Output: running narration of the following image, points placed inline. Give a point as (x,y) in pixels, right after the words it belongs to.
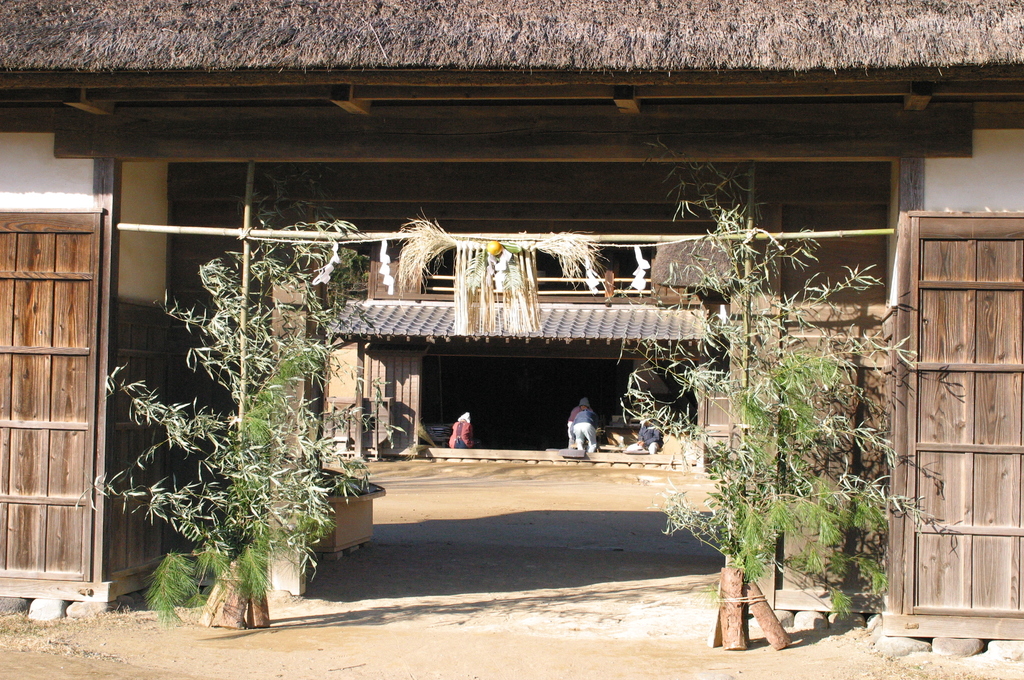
In this image I can see few plants (177,319) on the both side. In the background (676,444) I can see a building (608,414) and few people (589,439).
